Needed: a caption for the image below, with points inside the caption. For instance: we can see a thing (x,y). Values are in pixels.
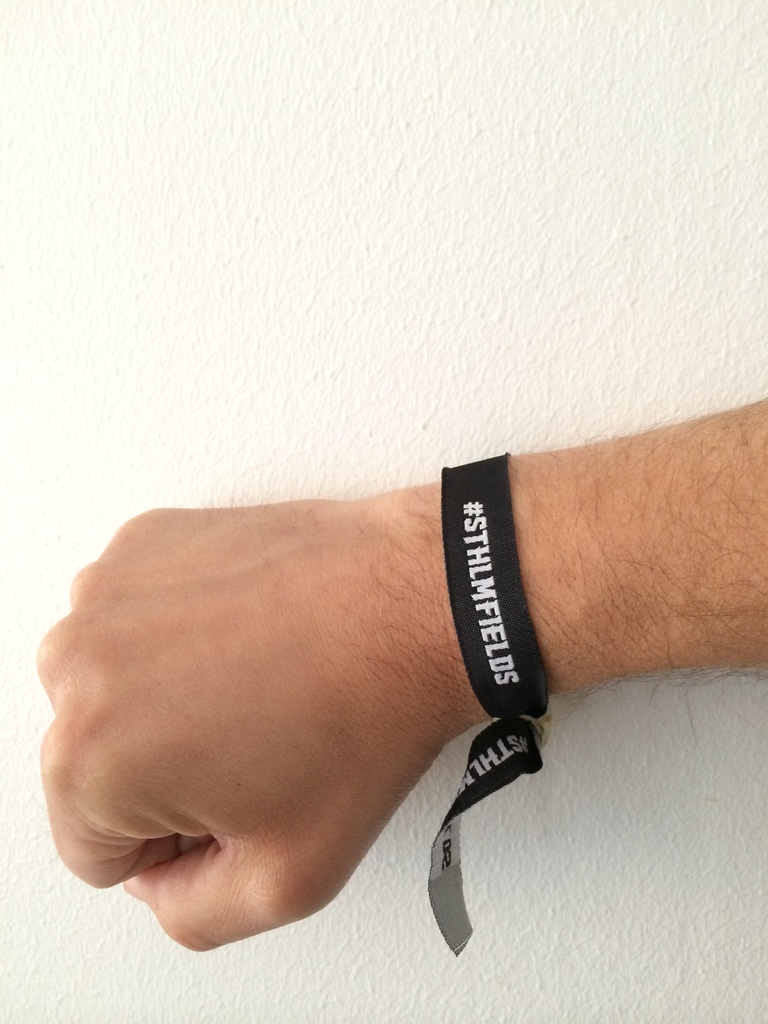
In this picture we can see a hand (241,541) and a band (520,638) is tied to the hand (112,612) and hand (124,612) is placed on the wall (461,347).
